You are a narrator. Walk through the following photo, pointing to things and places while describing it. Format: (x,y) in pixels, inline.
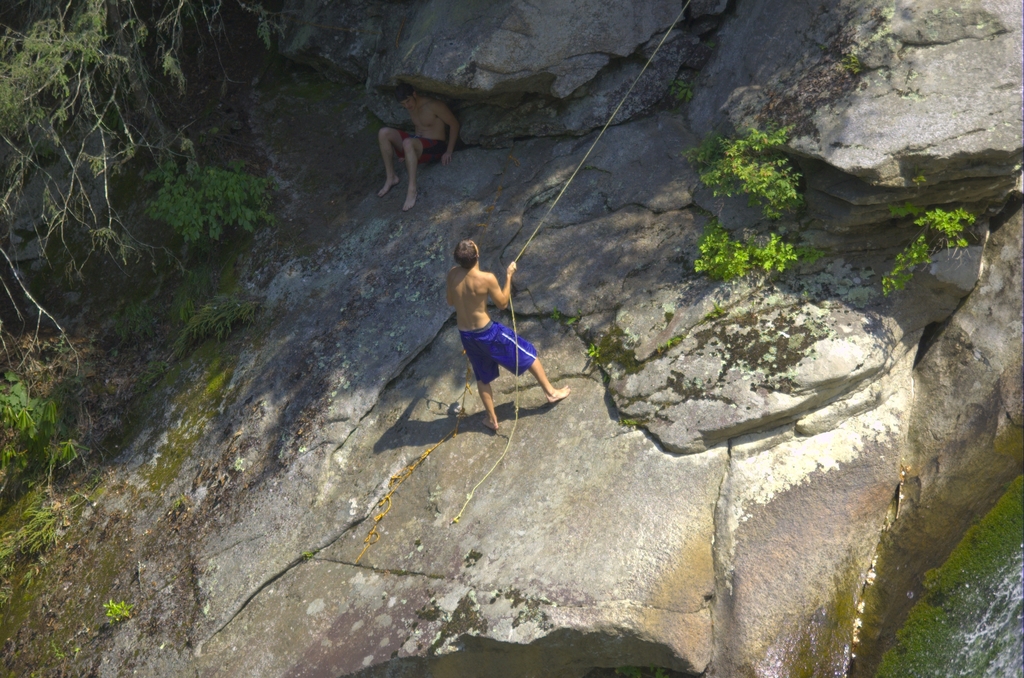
There is one person (497,355) holding a rope (518,259) and climbing a mountain (509,307) as we can see in the middle of this image (501,321). There is one other person (432,138) sitting at the top of this image (423,118), and there are some plants (196,179) and trees (107,108) on the left side of this image (127,177) and on the right side of this image (780,194) as well.
